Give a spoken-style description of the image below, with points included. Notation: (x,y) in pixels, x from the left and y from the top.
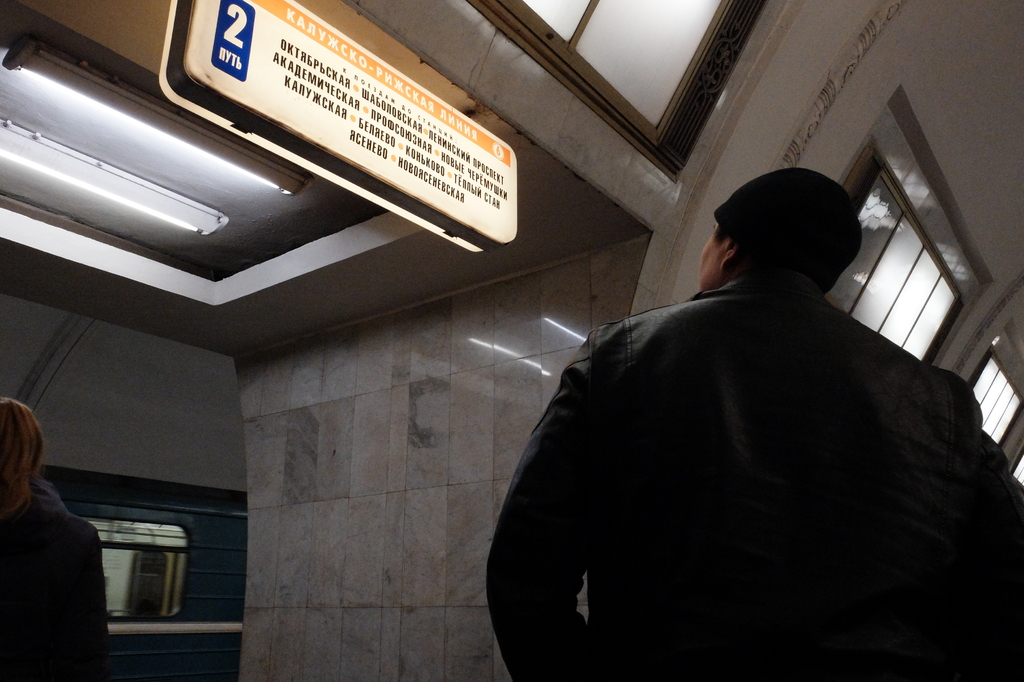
This picture consists of two persons (32,487) visible and a board (235,26) attached to the roof (232,178) and the wall (365,495) and window (636,115) visible and a light (229,166) visible on left side (209,127).
